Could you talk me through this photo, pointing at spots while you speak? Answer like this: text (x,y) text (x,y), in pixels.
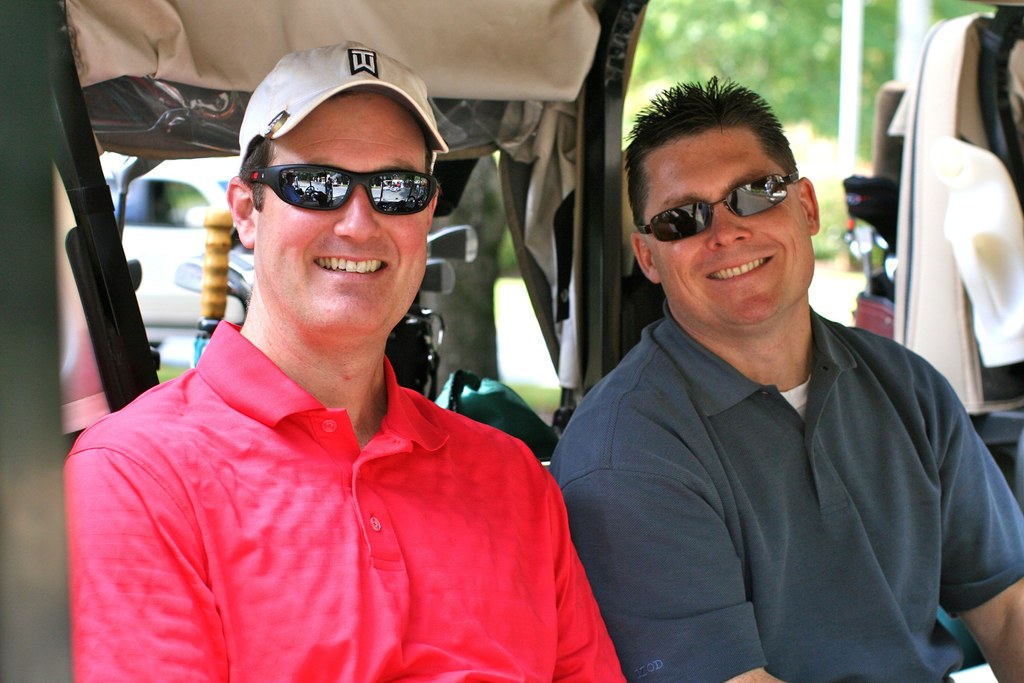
This image is taken outdoors. In the background (739,41) there is a tree (832,111) and a car (216,204) is parked on the road (175,338). In the middle of the image (658,444) two men (368,93) are sitting in the vehicle (38,2) and they are with smiling faces (750,290). On the right side of the image (952,204) there is a vehicle (964,338) parked on the ground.
